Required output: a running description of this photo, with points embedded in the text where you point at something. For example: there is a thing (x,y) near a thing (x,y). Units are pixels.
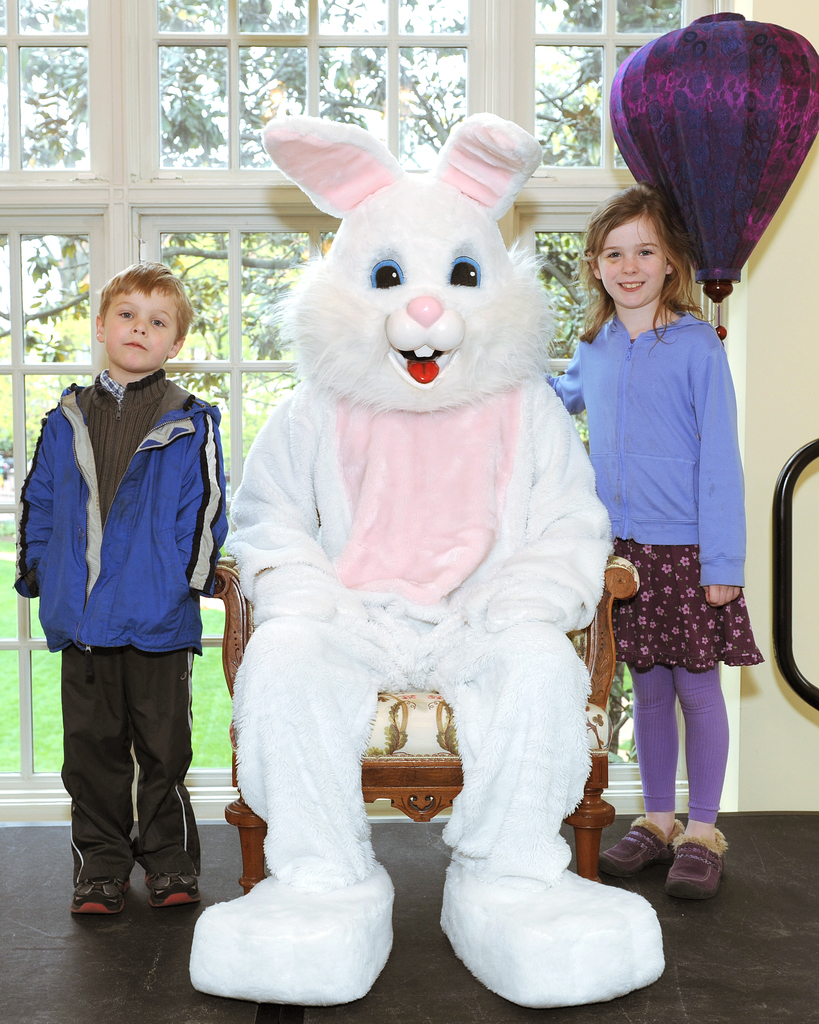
In this image there is a person (415,403) wearing a costume (421,548) of a rabbit (452,614). On the left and right side of the chair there are children's (712,432), behind them there is a window (195,144) and an object (715,107) hanging on the wall (761,685). In the background (283,63) there are trees (346,84).
